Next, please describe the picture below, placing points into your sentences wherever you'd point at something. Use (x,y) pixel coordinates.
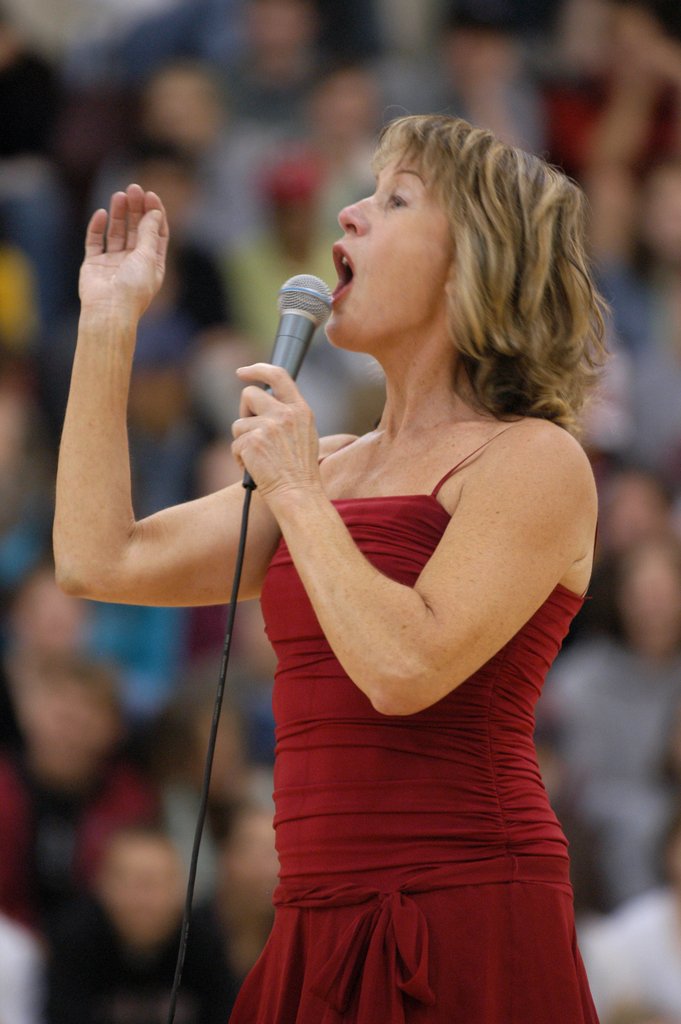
This picture shows a woman (450,670), holding a mic (301,360) in her hand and standing. She is talking. In the background (223,199) there are some people (217,113) sitting and watching.
